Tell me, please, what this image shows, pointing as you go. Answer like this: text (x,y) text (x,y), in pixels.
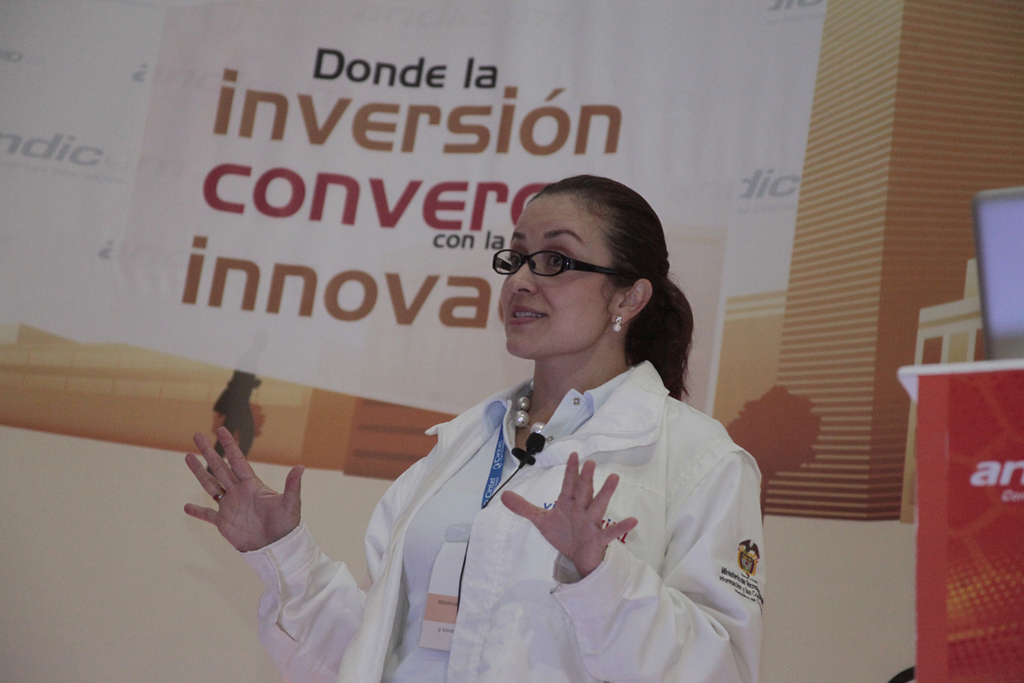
This is the woman (485,560) standing and smiling. She wore spectacles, earrings (619,321), badge (444,621) and white colored jacket (536,597). I think this is the banner (829,348) which is hanging.
